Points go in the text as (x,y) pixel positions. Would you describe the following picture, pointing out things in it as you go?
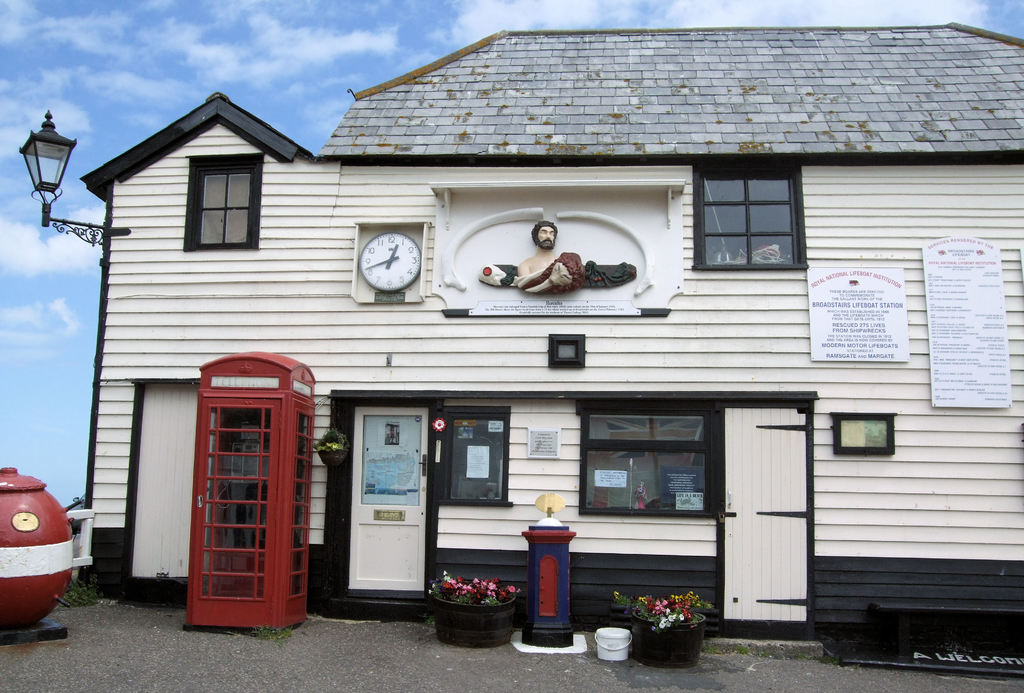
In this image I can see a white colour building (365,570), windows (729,218), a clock (367,264), few boards (989,253), a red colour booth (233,387), a light (53,218) and here I can see a sculpture (530,268). I can also see flowers (666,607) in these pots (642,634) and here I can see a white colour bucket (623,658). In the background (284,44) I can see clouds (215,50), the sky (122,108) and on these boards (958,305) I can see something is written.
